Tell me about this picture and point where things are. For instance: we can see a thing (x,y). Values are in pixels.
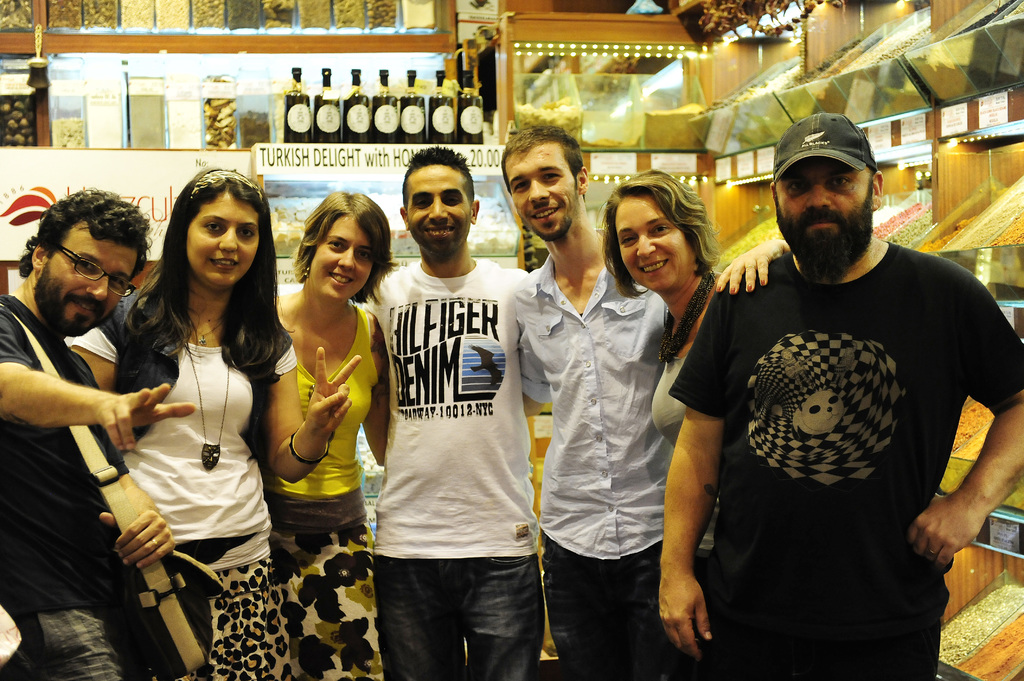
In this image I can see group of people (110,206) standing, the person (64,397) at left (59,410) wearing a bag (162,625) which is in black color, in front (473,416) I can see the person (464,425) wearing white shirt (457,446), blue pant (486,594). Background (300,104) I can see few bottles (478,115) on the rack (369,124).
